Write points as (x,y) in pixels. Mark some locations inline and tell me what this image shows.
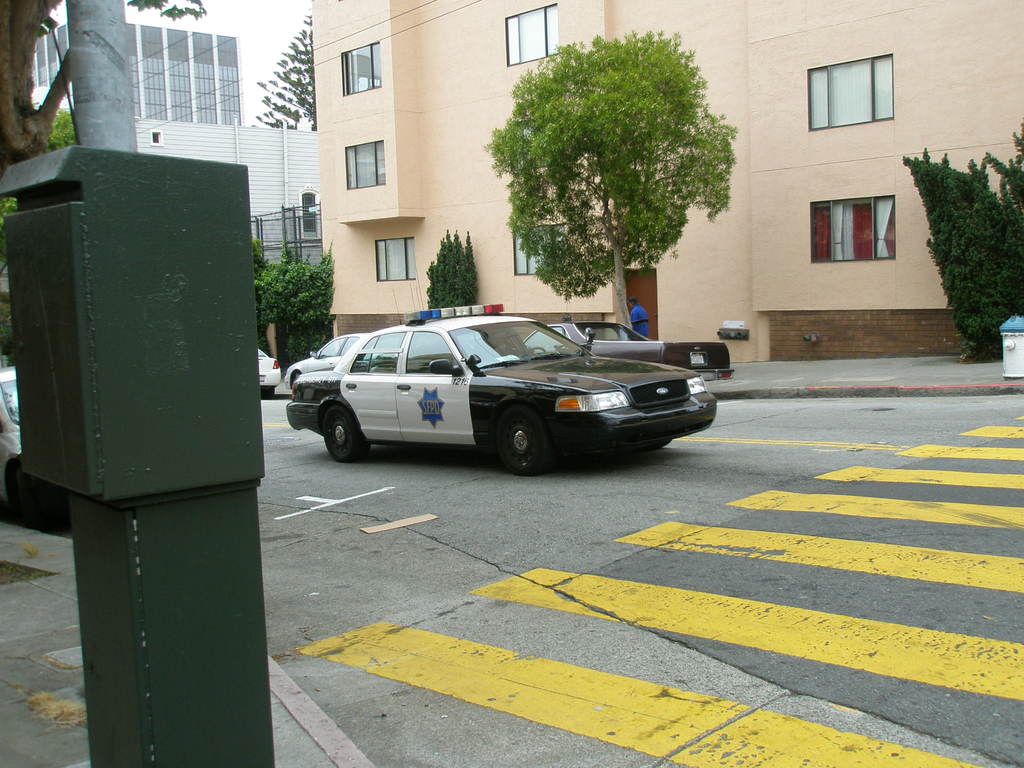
In this image we can see cars (360,389) on the road (662,613). Behind the cars (361,365) buildings (409,211) and trees (534,201) are present. Left side of the image (136,256) one green color letter box (141,504) is there.
